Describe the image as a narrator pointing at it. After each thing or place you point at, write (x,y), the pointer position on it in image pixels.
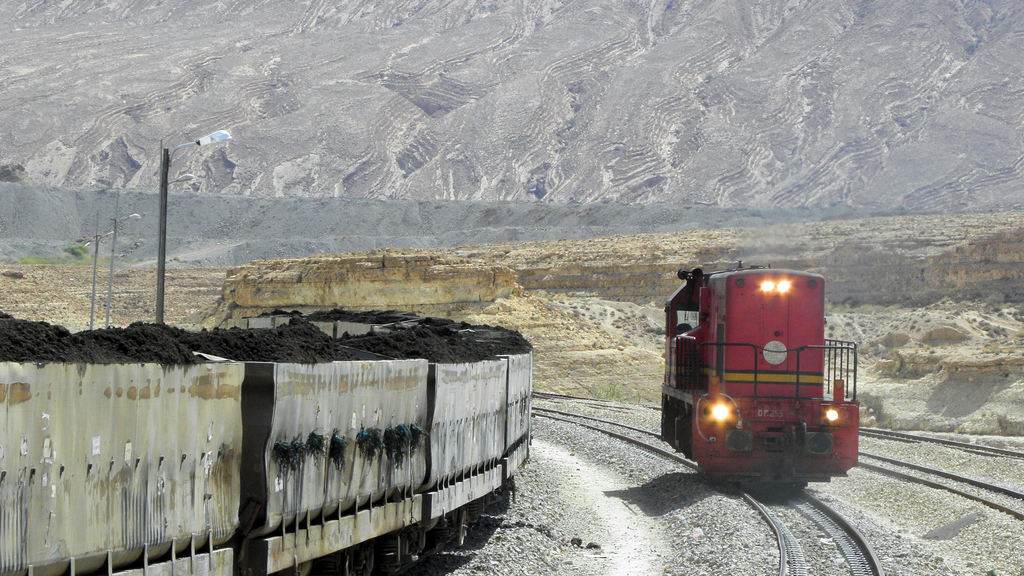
In this picture I can see there are train tracks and there is a train engine (692,452) moving on a track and on the another there are few compartments (303,430) with coal (297,342). In the backdrop (366,288) there are street lights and a mountain (366,104).
